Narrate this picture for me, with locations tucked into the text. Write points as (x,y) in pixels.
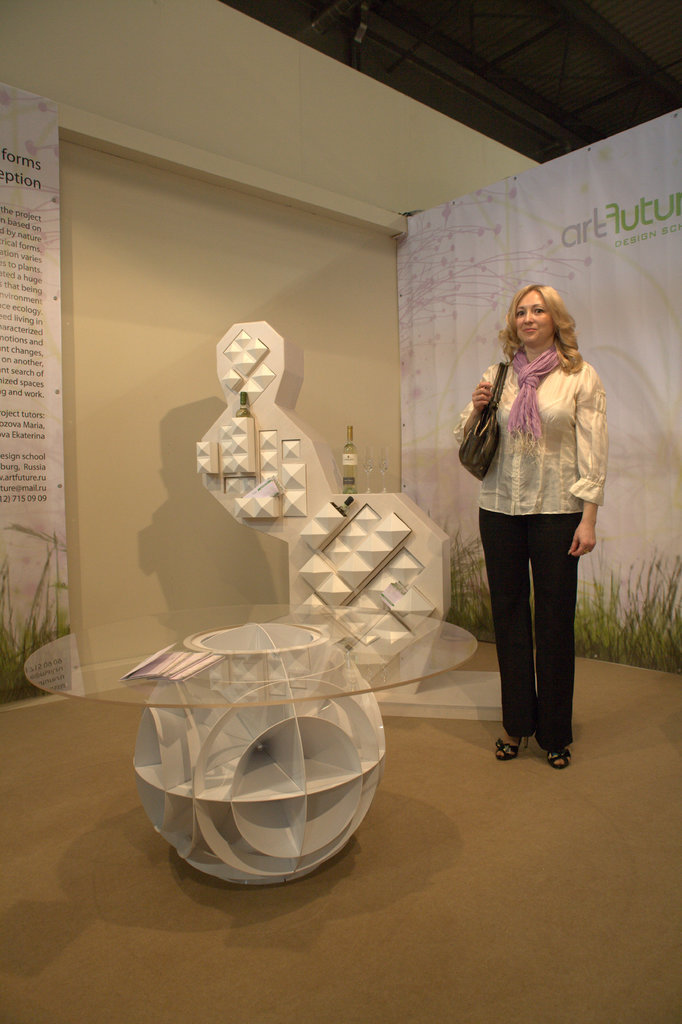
In this image, there is a person (497,532) wearing a bag (489,447) and standing in front of the banner (642,466). There is a table (367,658) and rack (320,516) in front of the wall (109,455).
